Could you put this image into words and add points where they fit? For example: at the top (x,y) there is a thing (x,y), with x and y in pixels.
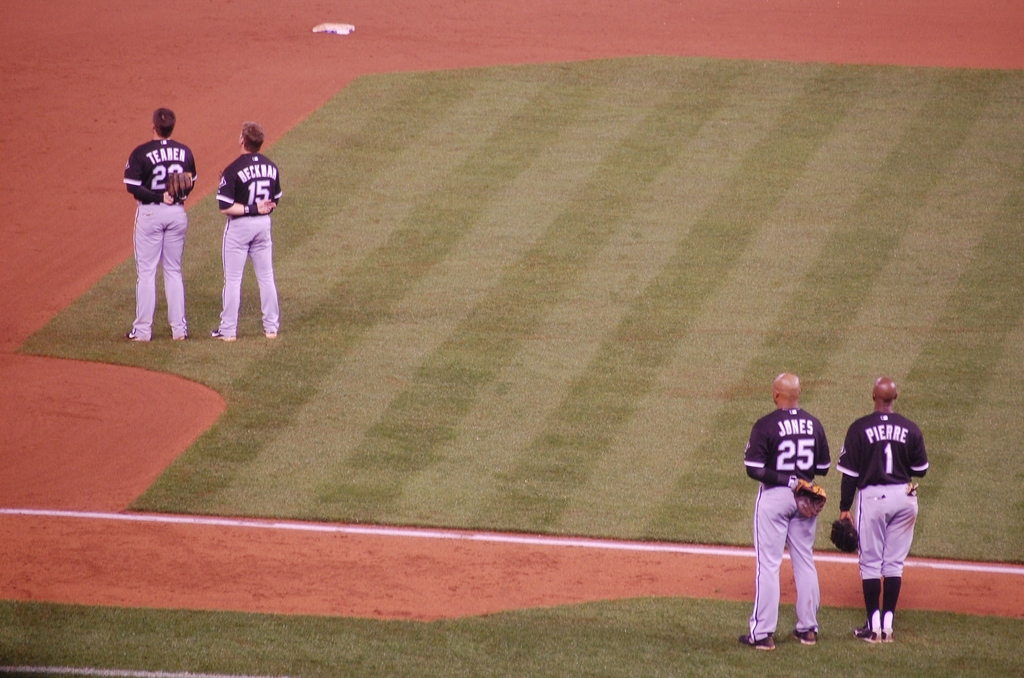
In the picture we can see a playground (497,432) with a green color mat (514,354) on it and two players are standing in the front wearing a sports wear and other two (164,257) are standing at the back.
